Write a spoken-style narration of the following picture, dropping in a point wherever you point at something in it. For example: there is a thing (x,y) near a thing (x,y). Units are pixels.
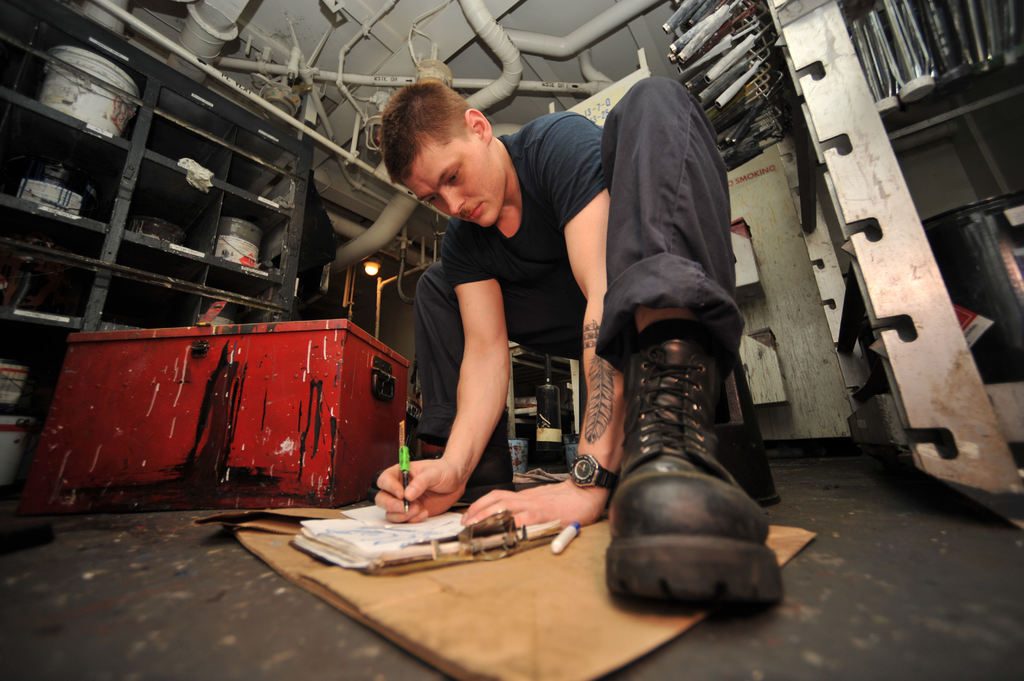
In this picture we can see a man (624,350) is sitting and holding an object (405,473). In front of the man (441,477) there is a clipboard (436,551), pen (562,549) and a book (355,537). On the left side of the man (489,371) there is a red colored box (233,393) and there are some objects (98,100) in the racks (161,200). Behind the man (512,254) there is a light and some other objects (809,113). At the top (506,77) there are pipes (497,86).
